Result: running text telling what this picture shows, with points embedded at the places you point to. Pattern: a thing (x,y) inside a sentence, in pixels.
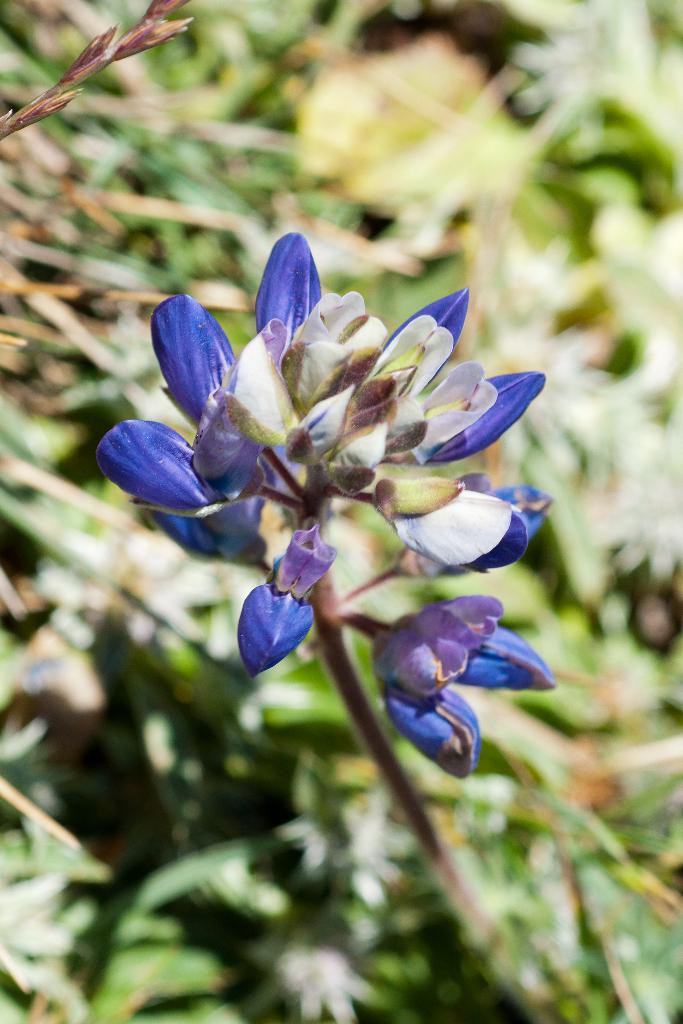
In the foreground of the image (356,453) we can see purple color flowers (298,607) and stem (485,932). In the background (118,624), we can see greenery (247,877).
